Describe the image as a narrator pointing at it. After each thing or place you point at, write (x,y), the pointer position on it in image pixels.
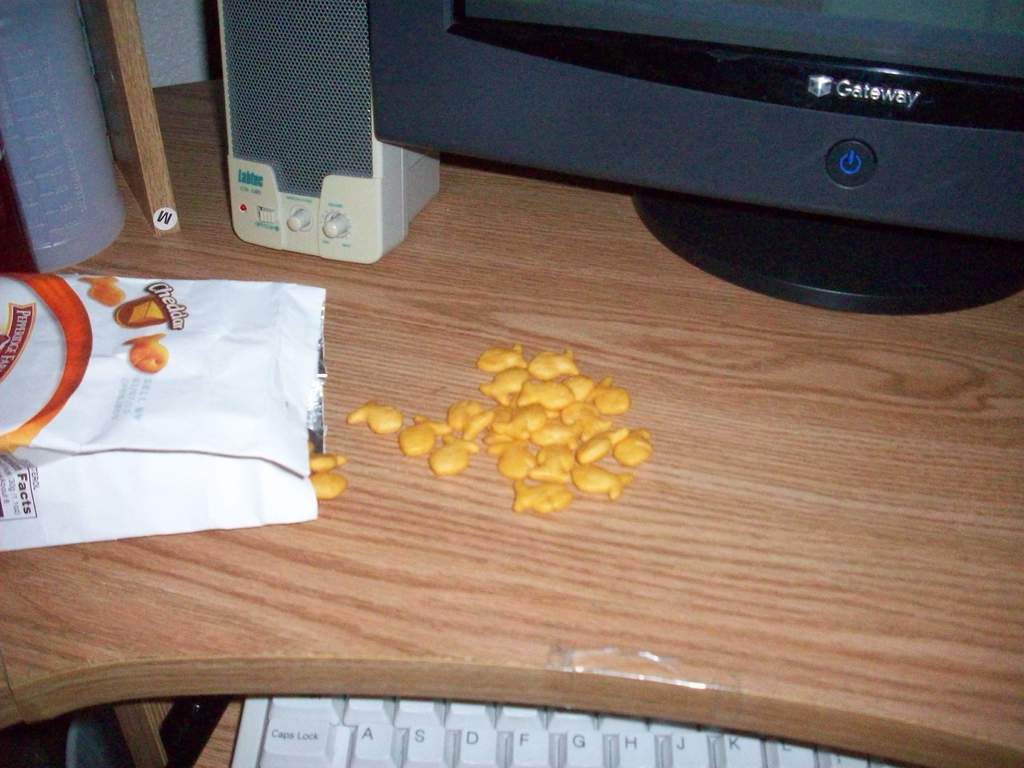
In this image there is a food item (518,455) on a desk (336,402) and there is a monitor (536,141), speaker (373,181) and keyboard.
